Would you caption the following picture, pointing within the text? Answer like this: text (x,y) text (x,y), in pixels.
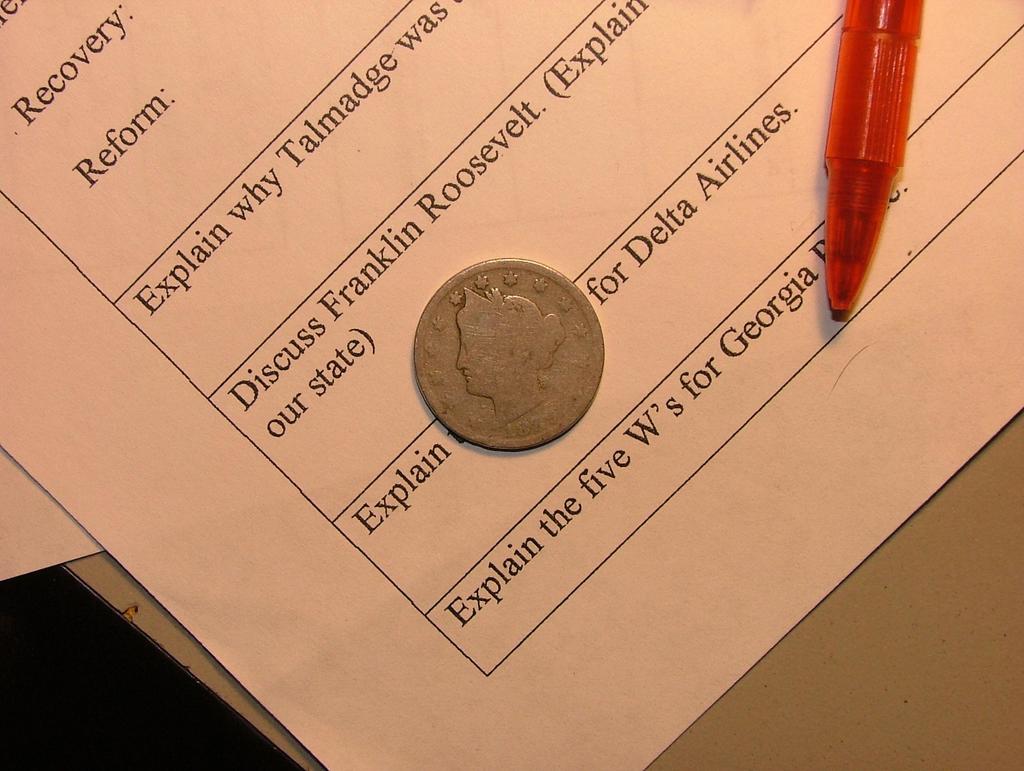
In this image we can see a coin (525,384), paper (700,384) and a pen (843,270) on a table (880,582).
